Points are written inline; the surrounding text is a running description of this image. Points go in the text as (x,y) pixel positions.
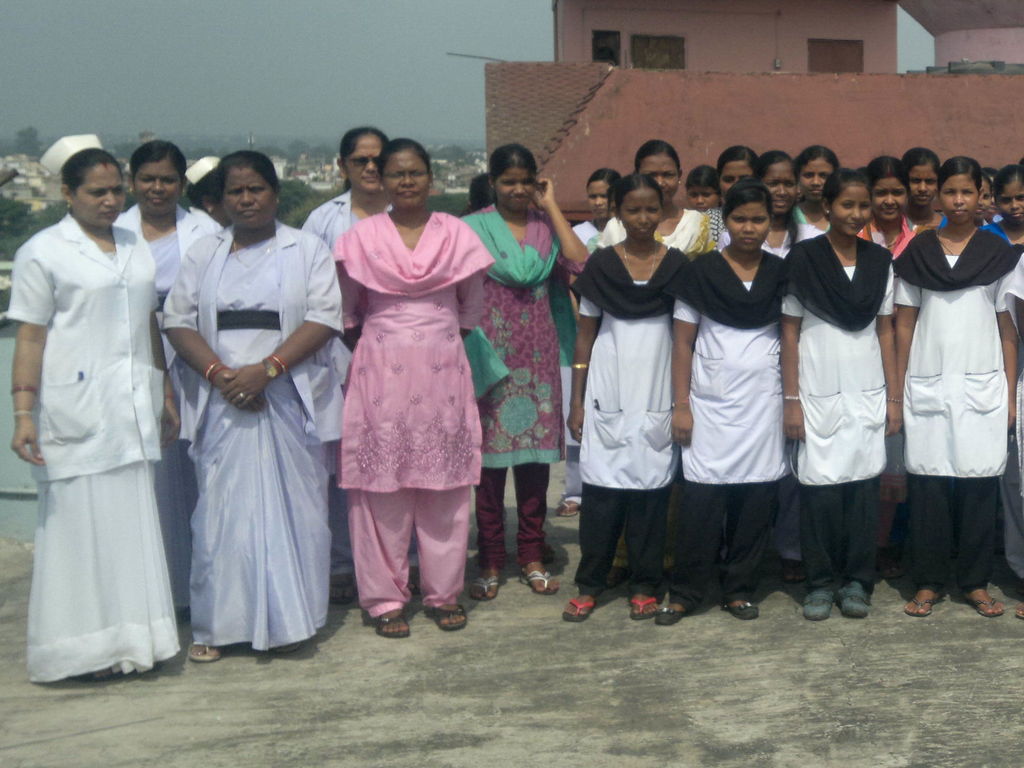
In this image I can see there are persons (602,445) standing on a floor (508,483). And at the back (535,79) there are buildings (536,99) and trees (440,203). And at the top (353,83) there is a sky (387,95).
